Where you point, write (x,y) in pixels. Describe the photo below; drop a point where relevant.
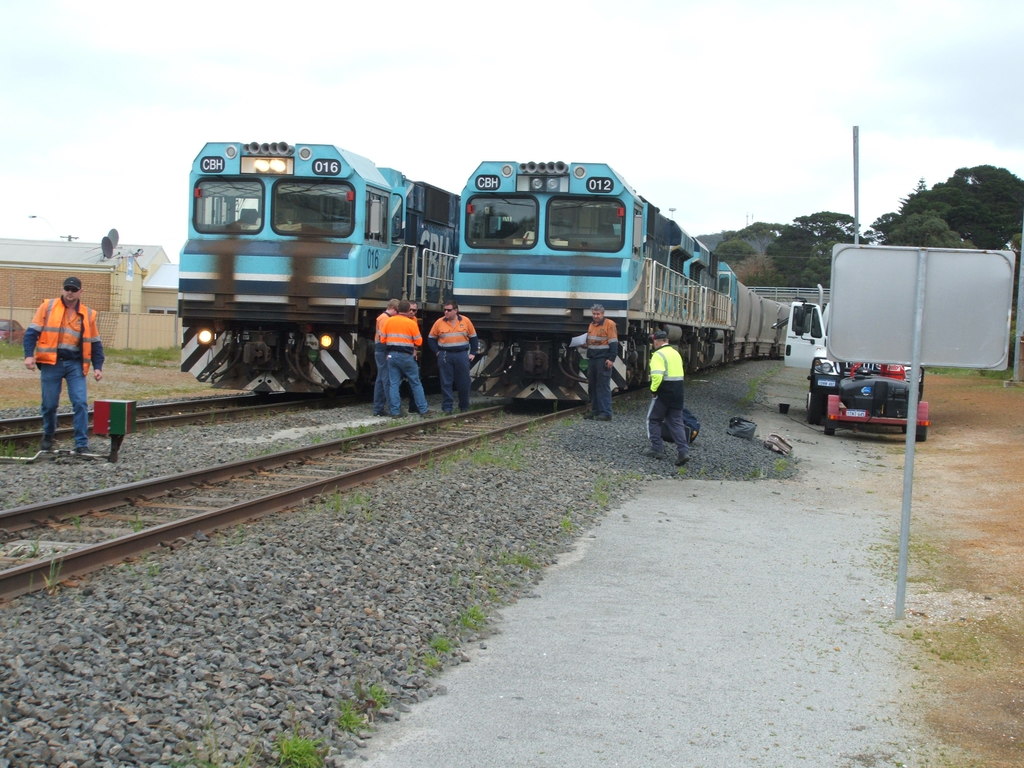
In this picture we can see trains (566,284) on railway tracks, beside these trains (636,342) we can see vehicles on the ground (746,407), here we can see people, sheds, trees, board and some objects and we can see sky (865,24) in the background (855,25).
